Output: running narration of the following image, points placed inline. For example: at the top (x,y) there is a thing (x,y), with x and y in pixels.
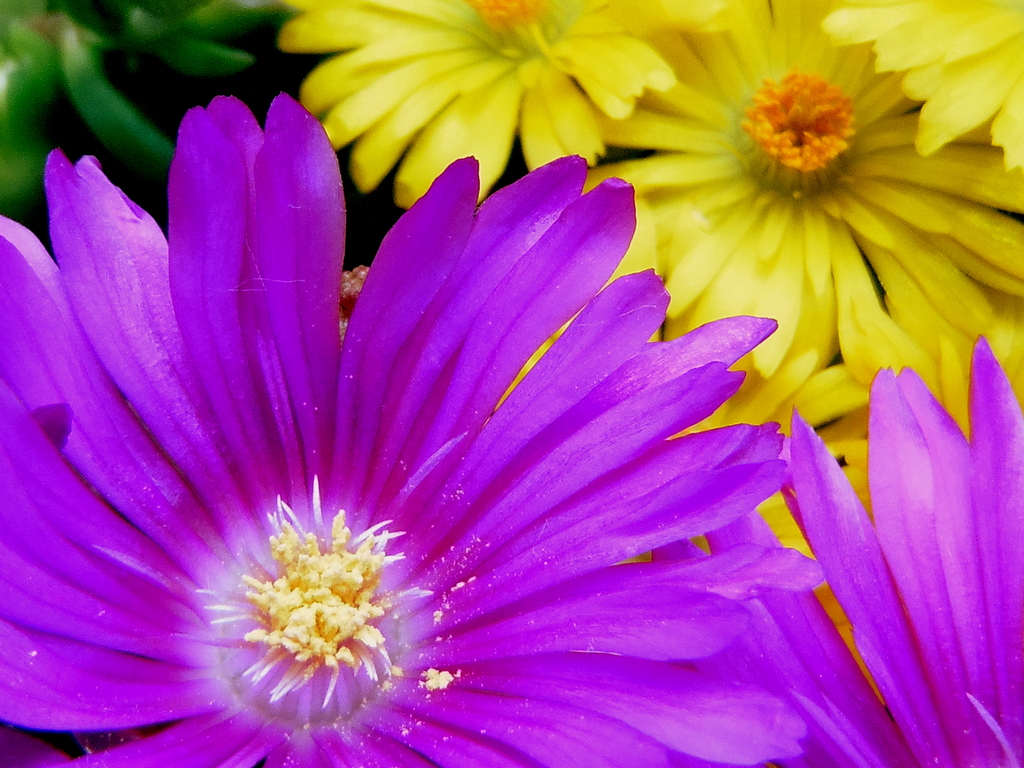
In the picture we can see some flowers (488,466) which are in yellow and violet color.
